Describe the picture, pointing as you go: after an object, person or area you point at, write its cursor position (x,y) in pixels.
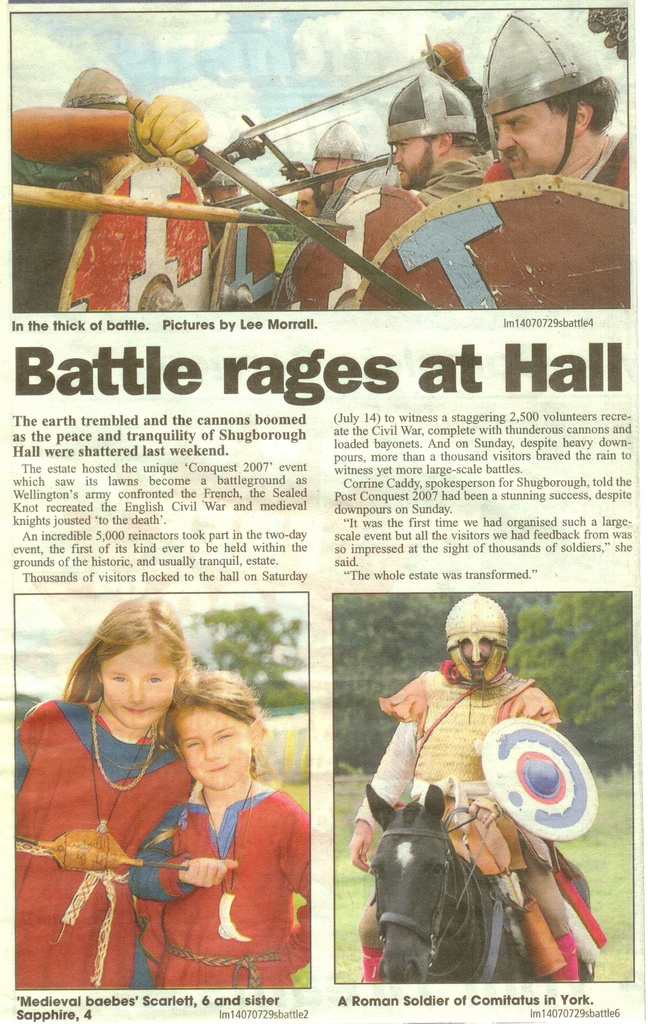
In this image, we can see a poster (357,576) with some images (368,31) and text (247,553).
